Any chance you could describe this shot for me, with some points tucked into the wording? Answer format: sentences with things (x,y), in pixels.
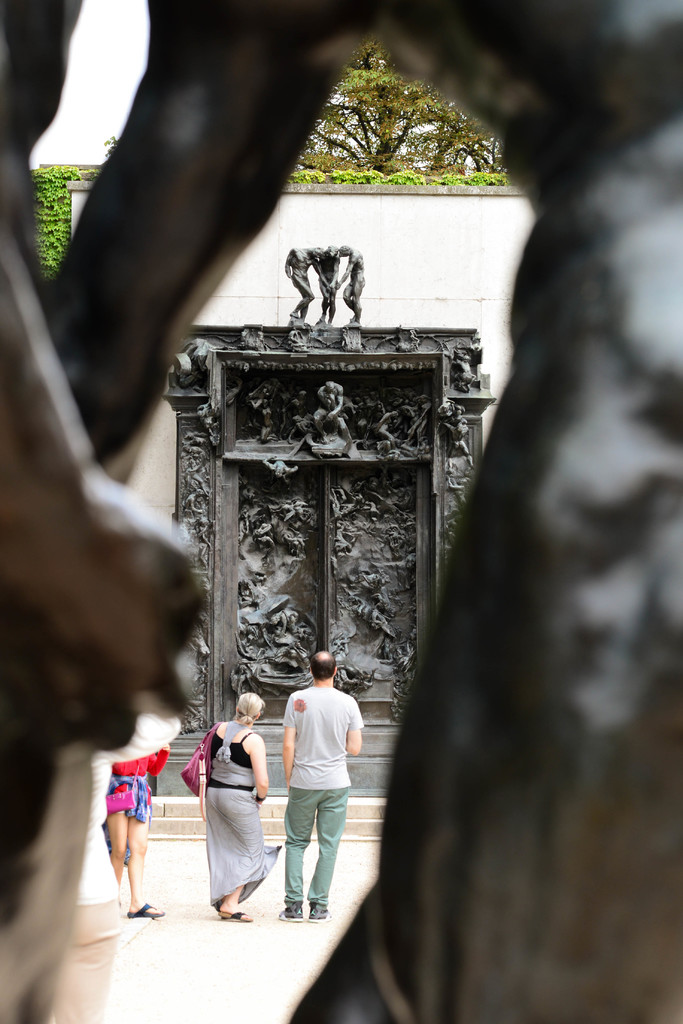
This picture seems to be clicked outside. In the foreground (241,181) we can see the sculptures (582,949) of some objects (445,718). In the center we can see the group of persons (348,783) seems to be standing on the ground (242,998). In the background (385,218) we can see the wall (428,246), trees (399,133) and green leaves (306,175) and we can see the sculptures (318,262) of group of persons (291,255) and sculptures (390,458) of many other objects (335,473).
